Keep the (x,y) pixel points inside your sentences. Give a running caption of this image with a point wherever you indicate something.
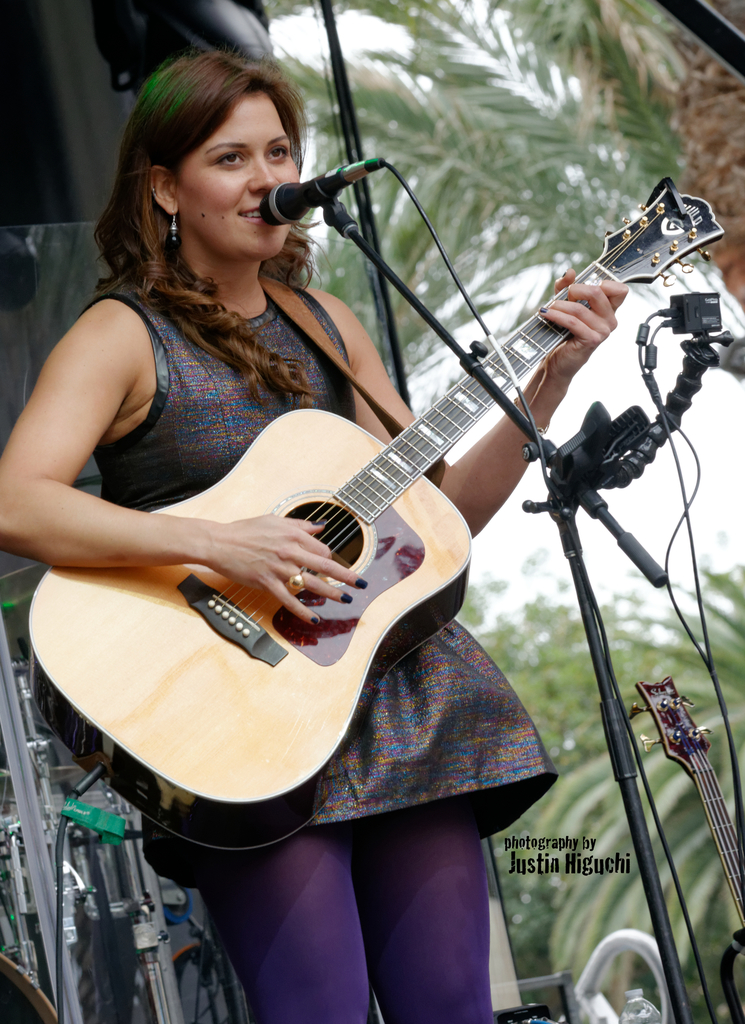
In this image on the left (187,201) there is a woman (243,220) her hair (152,254) is long she is singing she is playing guitar (426,483). In the middle (408,626) there is a mic (271,220), guitar (417,621). In the background (527,149) there are trees (569,129) and sky (686,478).
